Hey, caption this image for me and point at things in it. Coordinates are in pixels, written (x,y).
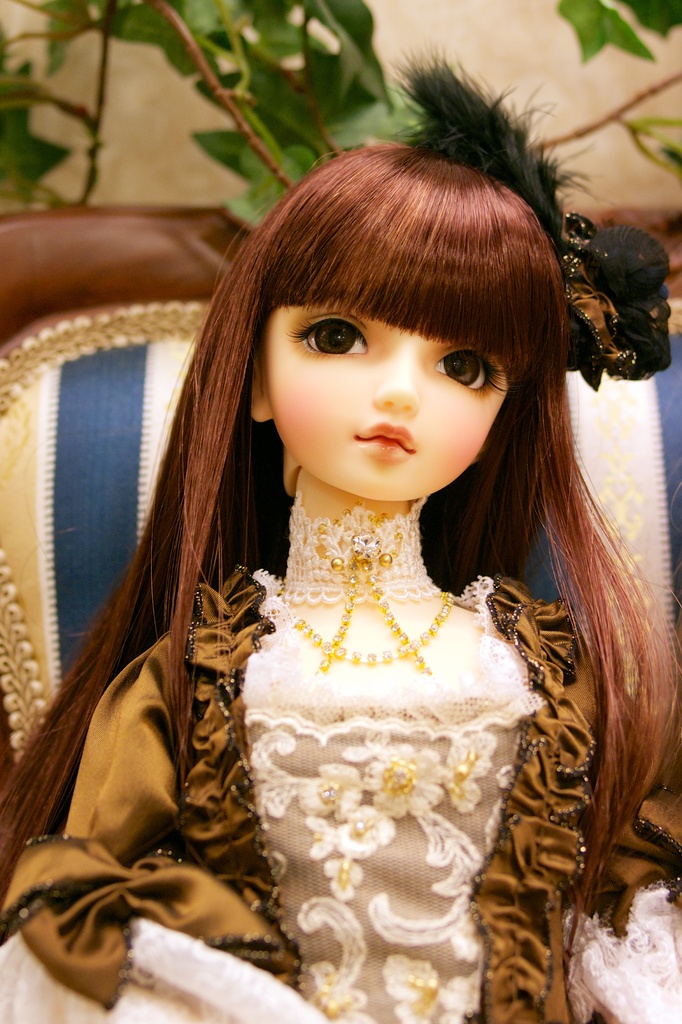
In front of the image there is a barbie doll (378,585) on the chair (676,388). In the background of the image (622,51) there is a wall (84,36) and a plant (231,112).
